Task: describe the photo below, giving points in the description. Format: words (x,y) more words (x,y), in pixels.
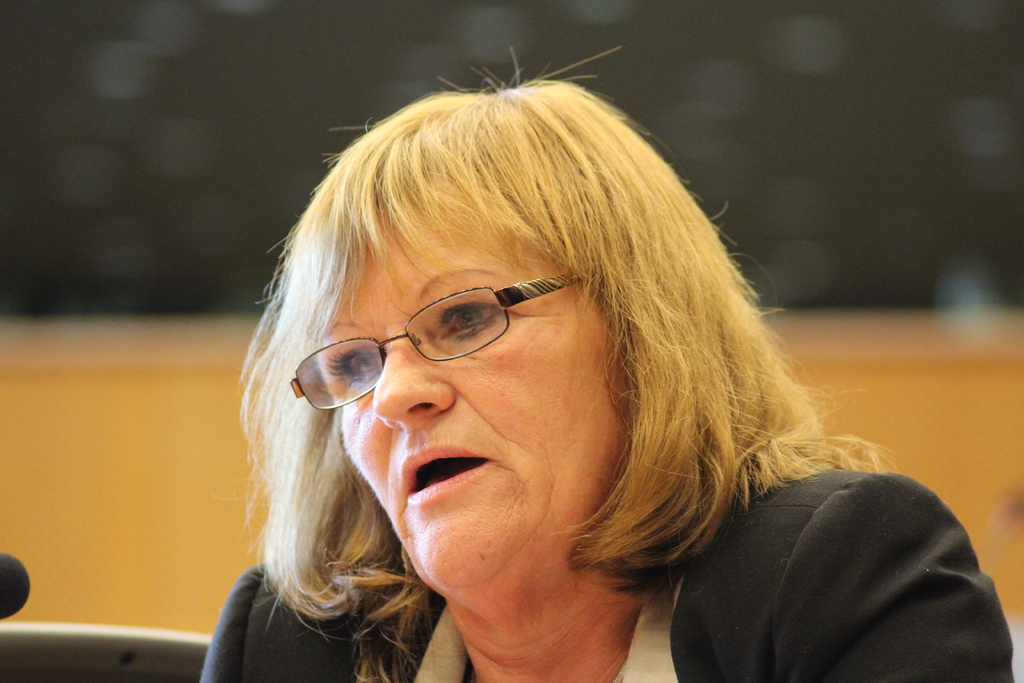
In this image I can see the person (489,425) wearing the white and black color dress (349,627) and also specs (484,321). And I can see the blurred background (116,444).
